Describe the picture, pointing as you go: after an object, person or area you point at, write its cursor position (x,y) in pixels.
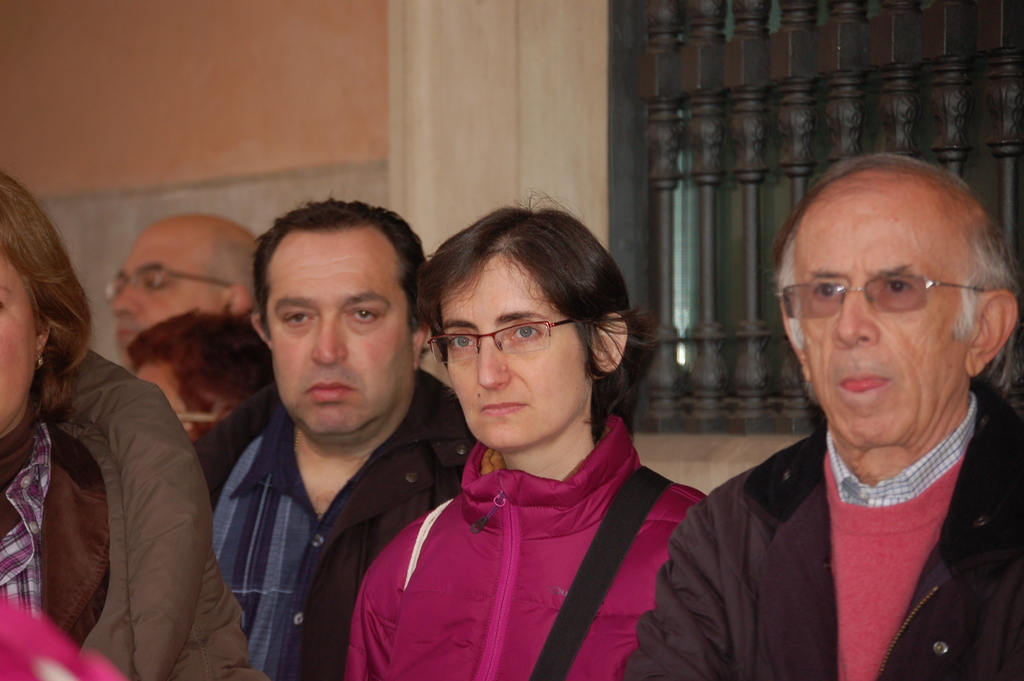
In this image there are group of people (778,481) some of them are wearing spectacles (922,289), and in the background (745,228) there is a wall (721,446) and railing (737,153).
